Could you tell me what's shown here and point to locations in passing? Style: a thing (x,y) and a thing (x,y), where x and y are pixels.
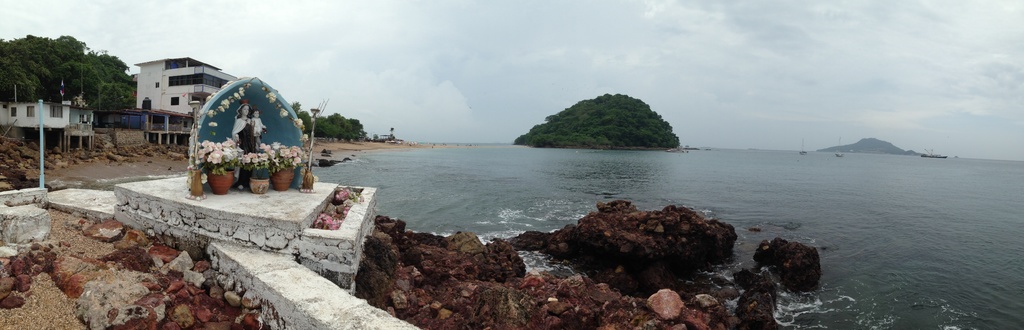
In this image we can see water (703,196), rocks (689,248), statues (242,113), plants (227,159), flowers (328,220), poles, trees (79,69), buildings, boats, and mountain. In the background (572,59) there is sky (750,58) with clouds (233,41).
